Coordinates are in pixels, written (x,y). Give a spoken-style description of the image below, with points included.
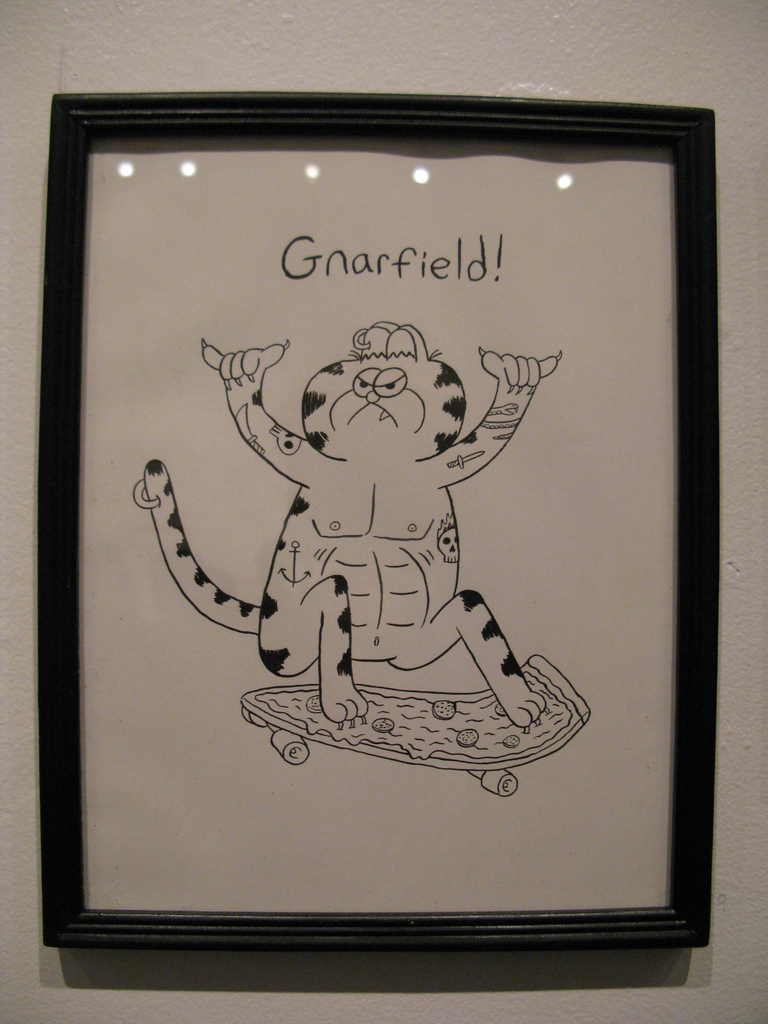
Here in this picture we can see a photo frame (131,190) present on the wall (758,188) and in that we can see a sketch (267,461) of a cat (370,451) present on a skating board (505,743) and we can also see some text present above it and we can see reflection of lights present on the frame (228,208).
